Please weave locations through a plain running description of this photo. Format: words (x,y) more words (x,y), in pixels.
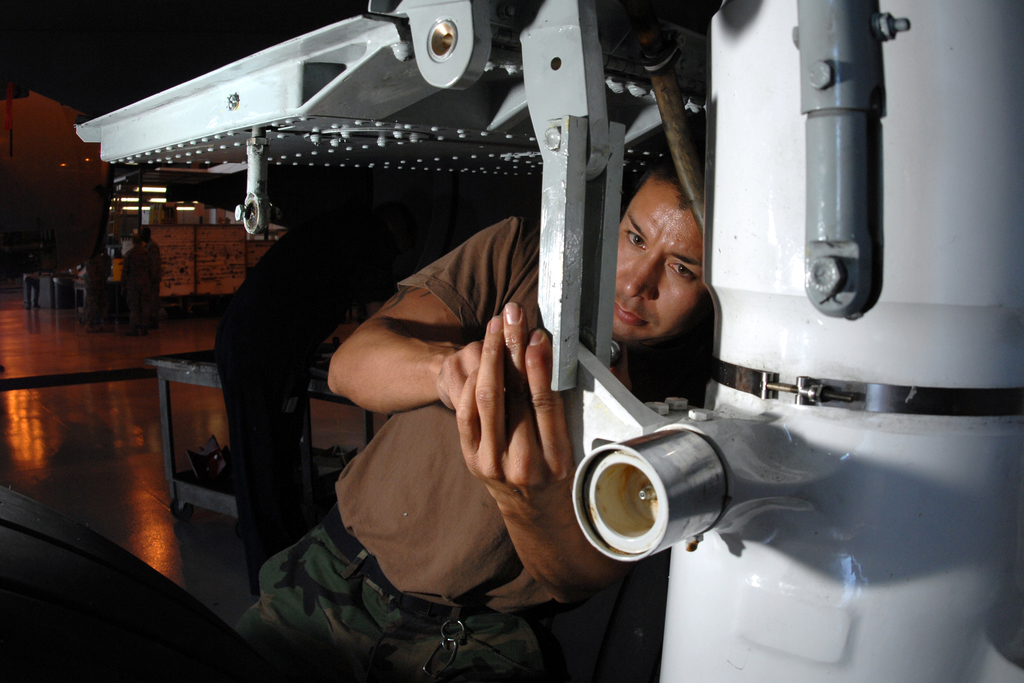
In this picture we can see people (359,551) on the floor (100,358) and we can see metal objects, lights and in the background (313,525) we can see it is dark.
